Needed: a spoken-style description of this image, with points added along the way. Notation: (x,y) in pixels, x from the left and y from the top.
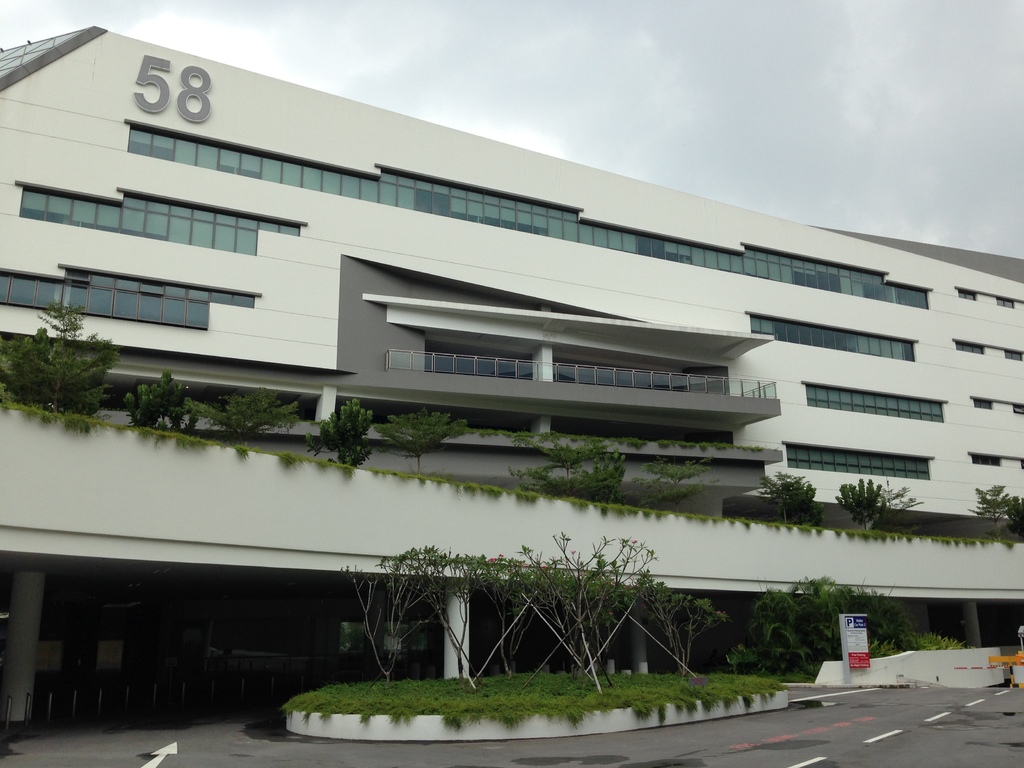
In the foreground of the image (593,708) we can see road (860,721), grass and plants (596,611). In the middle of the image (666,261) we can see a building (69,535) and on it a number (205,82) is written. On the top of the image (595,75) we can see the sky (766,144).
